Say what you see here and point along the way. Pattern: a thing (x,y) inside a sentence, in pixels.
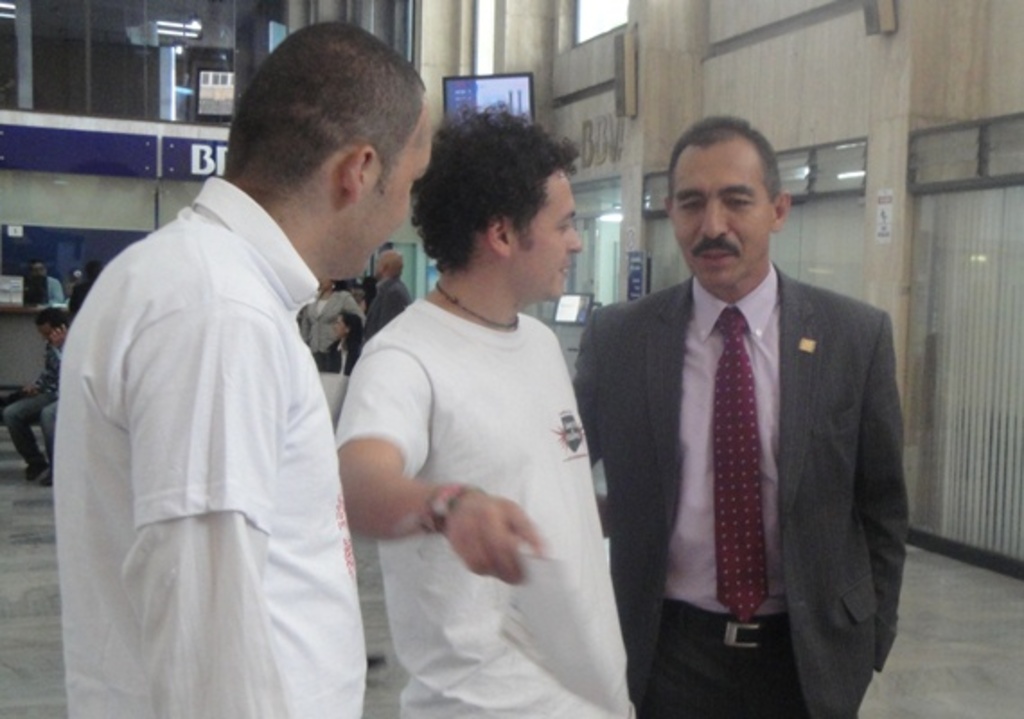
In the image there is a man (697,325) with pink shirt (692,374) and suit (650,506) standing on the right side (769,346), beside him there are two men (397,367) standing in white dress (460,402), this seems to be clicked inside building (906,84), on the right side (898,86) back there is wall (659,137) with windows (579,38) on it, in the back (39,404) there are few people (330,329) standing and sitting and it seems to be a store (111,222) on left side (106,113) background (67,249).
